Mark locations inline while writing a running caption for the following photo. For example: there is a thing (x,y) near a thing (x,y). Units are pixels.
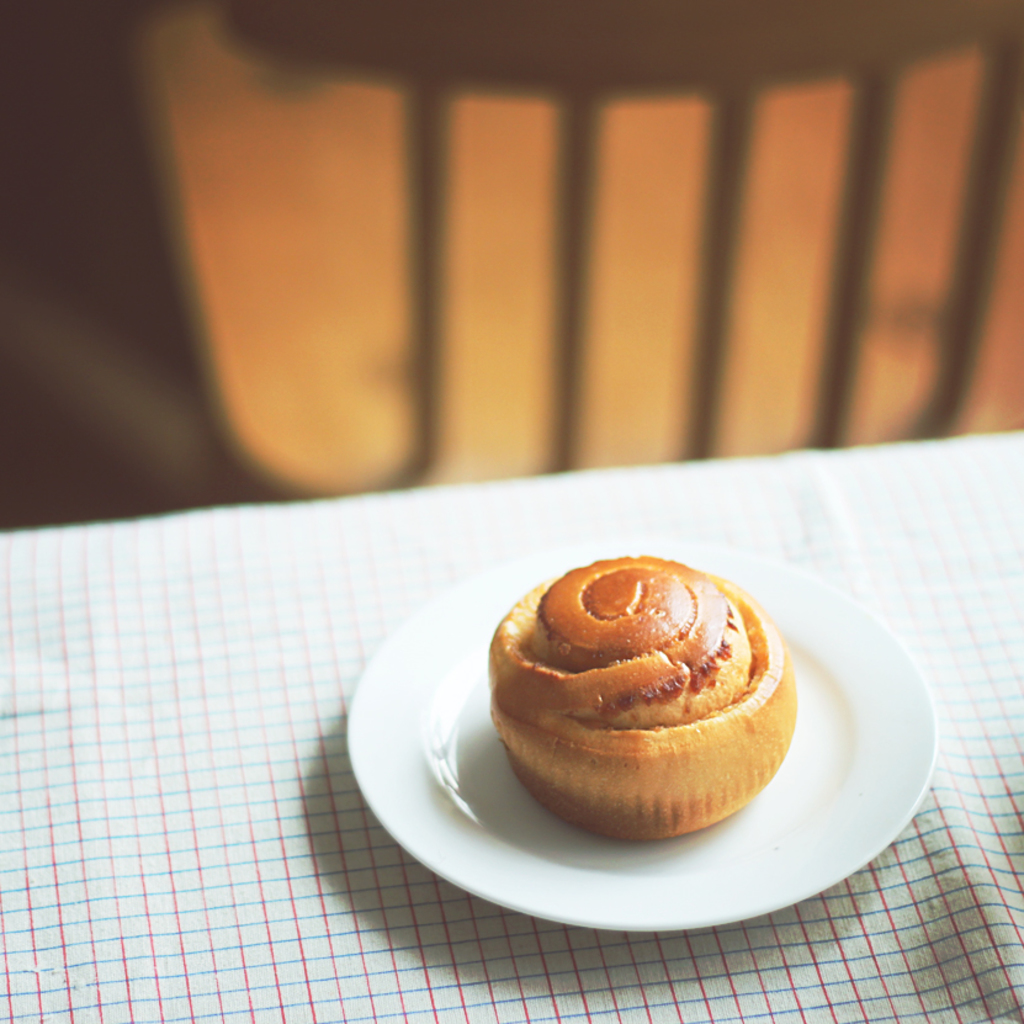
In this image I can see a cloth (230,787) and on it I can see a white colour plate (437,679). I can also see brown colour food (654,758) in the plate (422,728) and on the top side of this image (395,86) I can see a chair like thing (813,67). I can also see this image is little bit blurry in the background (399,316).
